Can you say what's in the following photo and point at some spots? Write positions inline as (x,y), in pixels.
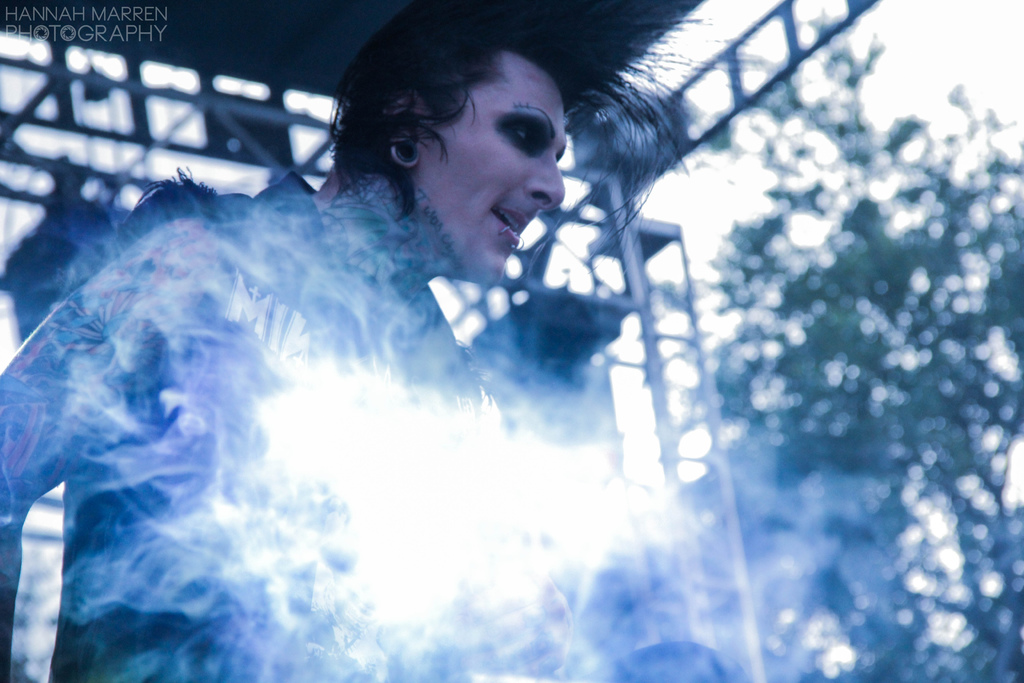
In this picture I can observe a person (352,337). On the right side (823,510) there are some trees (823,453). In the top left side (83,30) there is a watermark (93,38). In the background (667,191) I can observe sky (683,179).
